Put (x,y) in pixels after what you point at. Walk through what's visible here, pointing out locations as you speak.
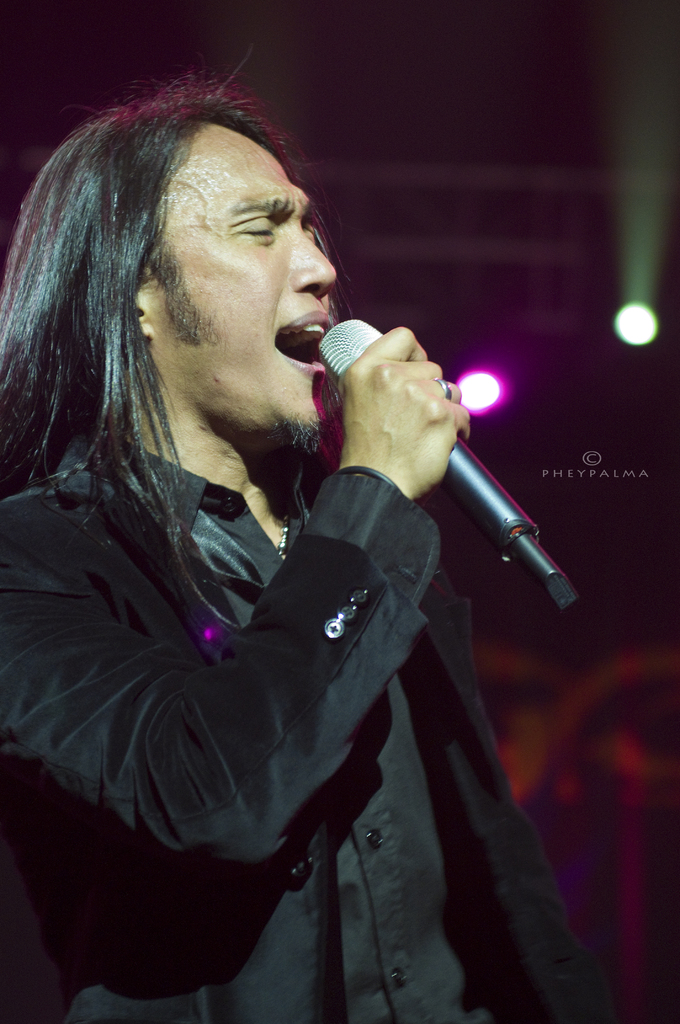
In this picture we can see a man (147,780) in the black blazer (167,664) and the man (306,742) is holding a microphone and singing a song. Behind the man (168,450) there is the dark background (516,374) and two lights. On the image there is a watermark (604,473).
